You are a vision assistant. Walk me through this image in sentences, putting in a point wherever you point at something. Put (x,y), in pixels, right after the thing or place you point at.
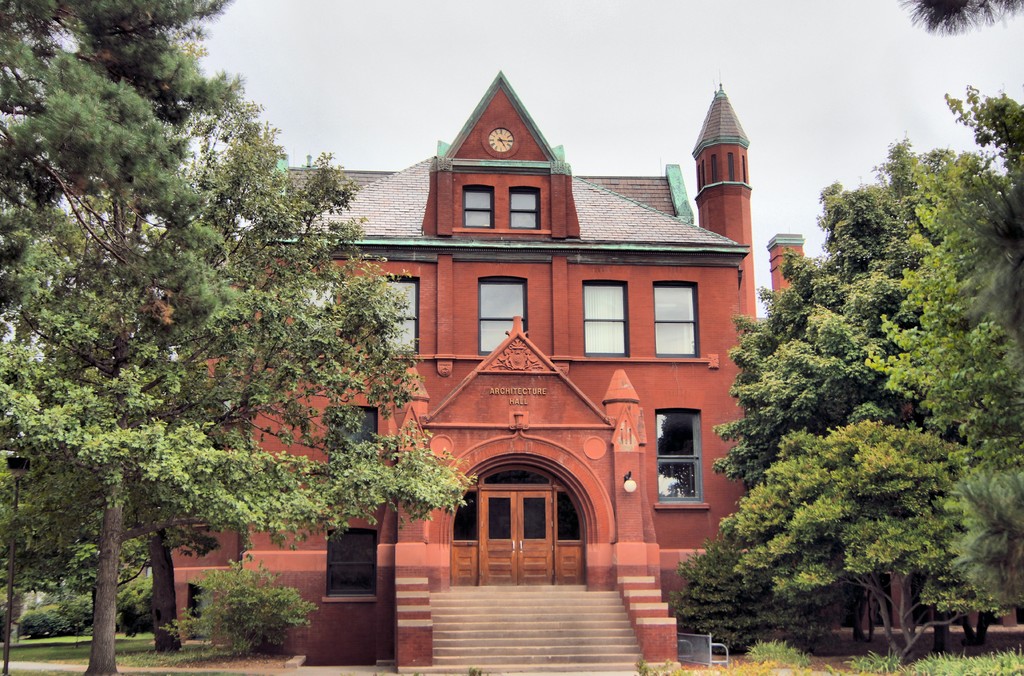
There are trees (846,395) on both the sides of the image, there is a house structure (489,327), plants (684,594) and the sky (395,169) in the background area (504,461).
